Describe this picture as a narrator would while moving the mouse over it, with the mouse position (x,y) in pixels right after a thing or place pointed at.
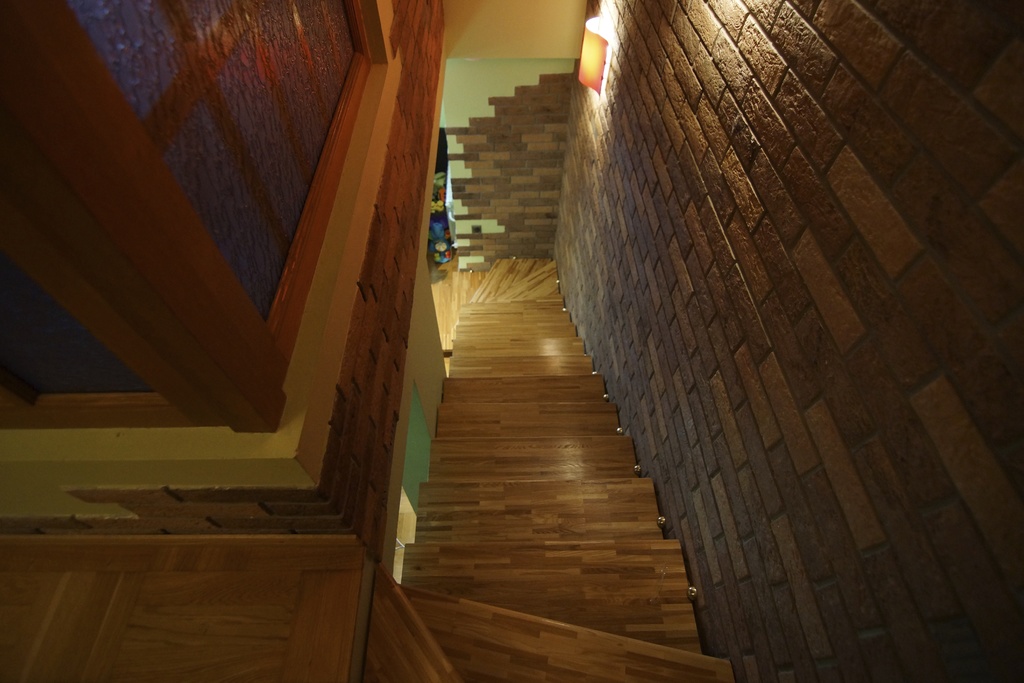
in this image we can see the inner view of a building (361,372) and we can see the staircase (468,633) in the middle of the image (465,339) and we can see the light (585,46) attached to the wall (768,23).
